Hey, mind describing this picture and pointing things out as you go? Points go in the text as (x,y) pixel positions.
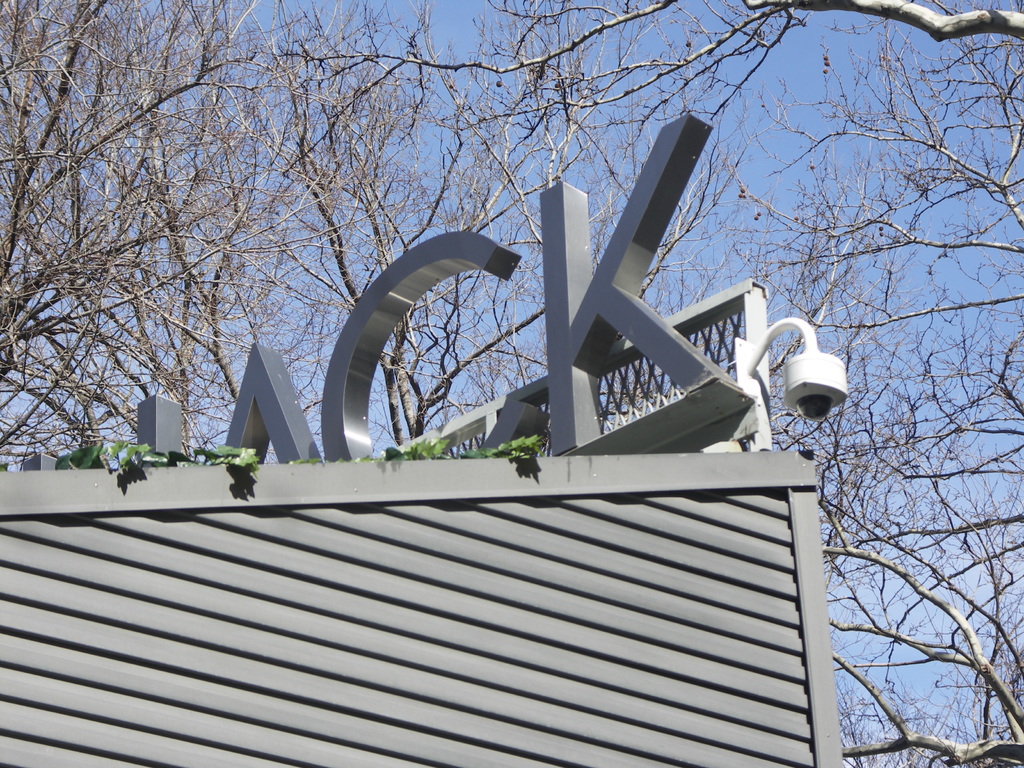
In this image I can see the top of the building (490,539) which is grey in color, a closed circuit camera (828,354) which is white and black in color and leaves (433,448) which are green in color. In the background (69,127) I can see few trees (252,237) which are brown in color and the sky (885,171) which is blue in color.
